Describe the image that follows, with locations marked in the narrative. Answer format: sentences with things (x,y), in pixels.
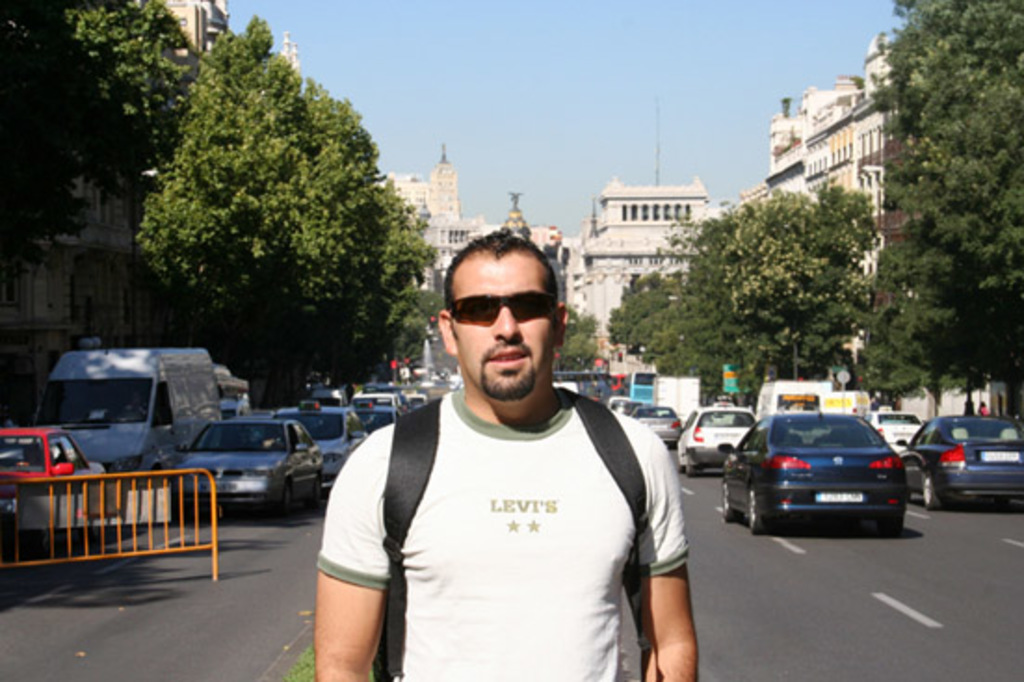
In this picture there is a man (480,373) wore goggles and we can see grass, boards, trees (697,356), vehicles (222,411) on the road (293,529) and buildings (434,222). In the background of the image (590,94) we can see the sky (623,108).
